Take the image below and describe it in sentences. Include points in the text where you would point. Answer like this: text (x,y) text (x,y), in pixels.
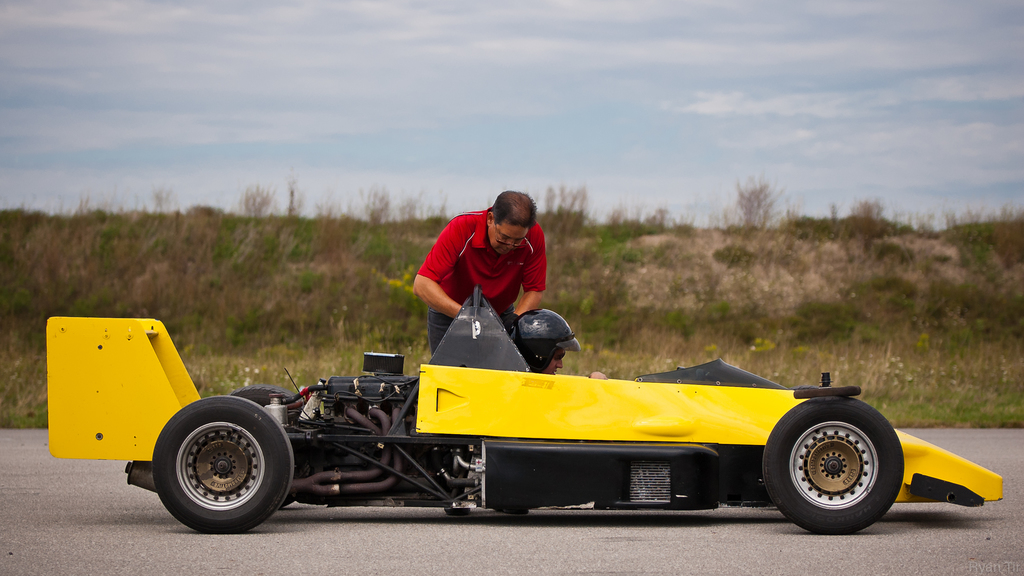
In this image I can see a road (316,525) in the front (619,538) and on it I can see a yellow colour vehicle (361,436) and a man (437,309). I can see one more person (528,320) is sitting in this vehicle (617,416) and I can see this person (560,360) is wearing a black colour helmet (543,339). In the background (239,369) I can see grass (624,245), clouds (387,124) and the sky (307,165).
